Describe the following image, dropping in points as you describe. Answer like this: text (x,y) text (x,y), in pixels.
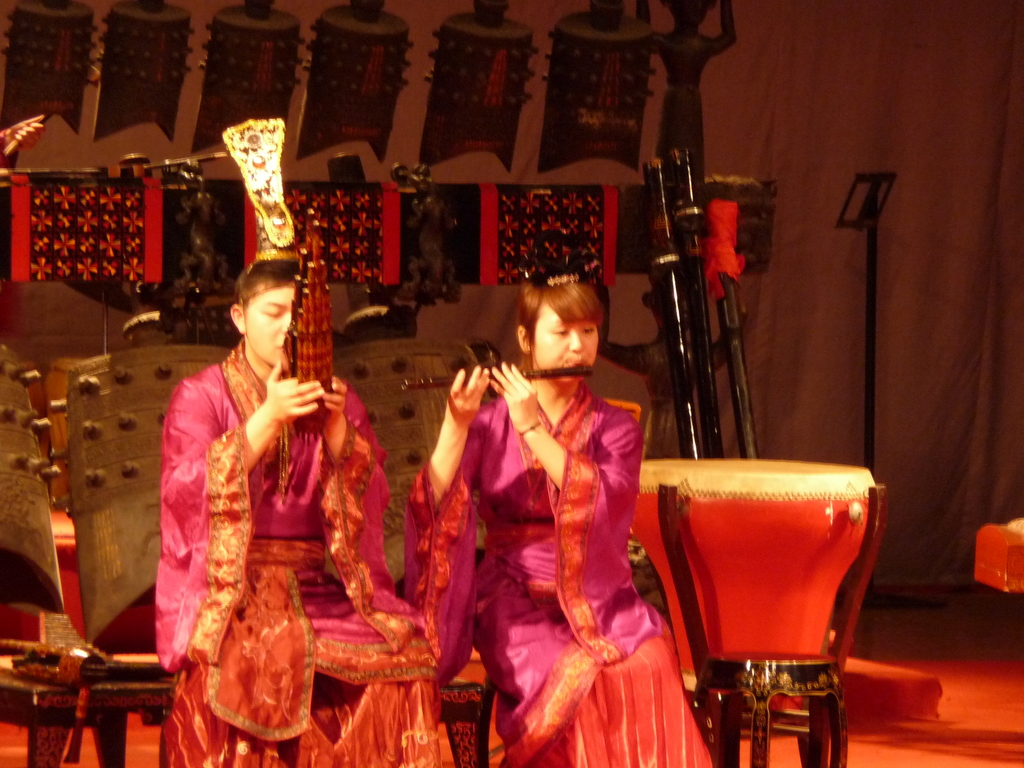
In this image we can see two persons (238,595) sitting. One lady (496,450) is playing a musical instrument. Another person (259,424) is holding something in the hand (316,405). And the person (243,351) is having something on the head (281,301). In the back (675,287) there are few objects (347,214).
